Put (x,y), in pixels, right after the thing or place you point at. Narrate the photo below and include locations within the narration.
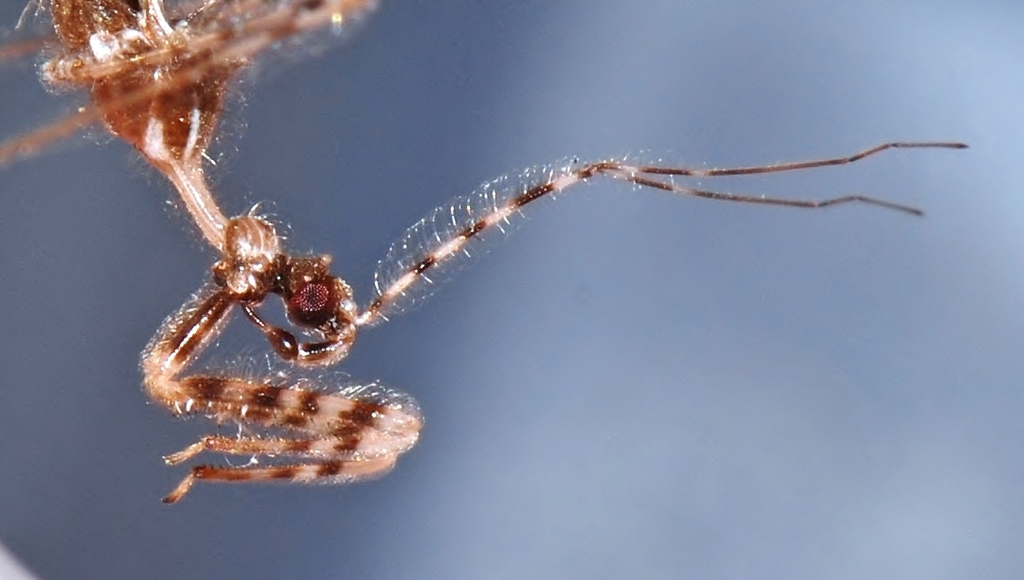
In this picture, it looks like an insect (168,163). Behind the insect (252,271) there is the blurred background (470,112).
